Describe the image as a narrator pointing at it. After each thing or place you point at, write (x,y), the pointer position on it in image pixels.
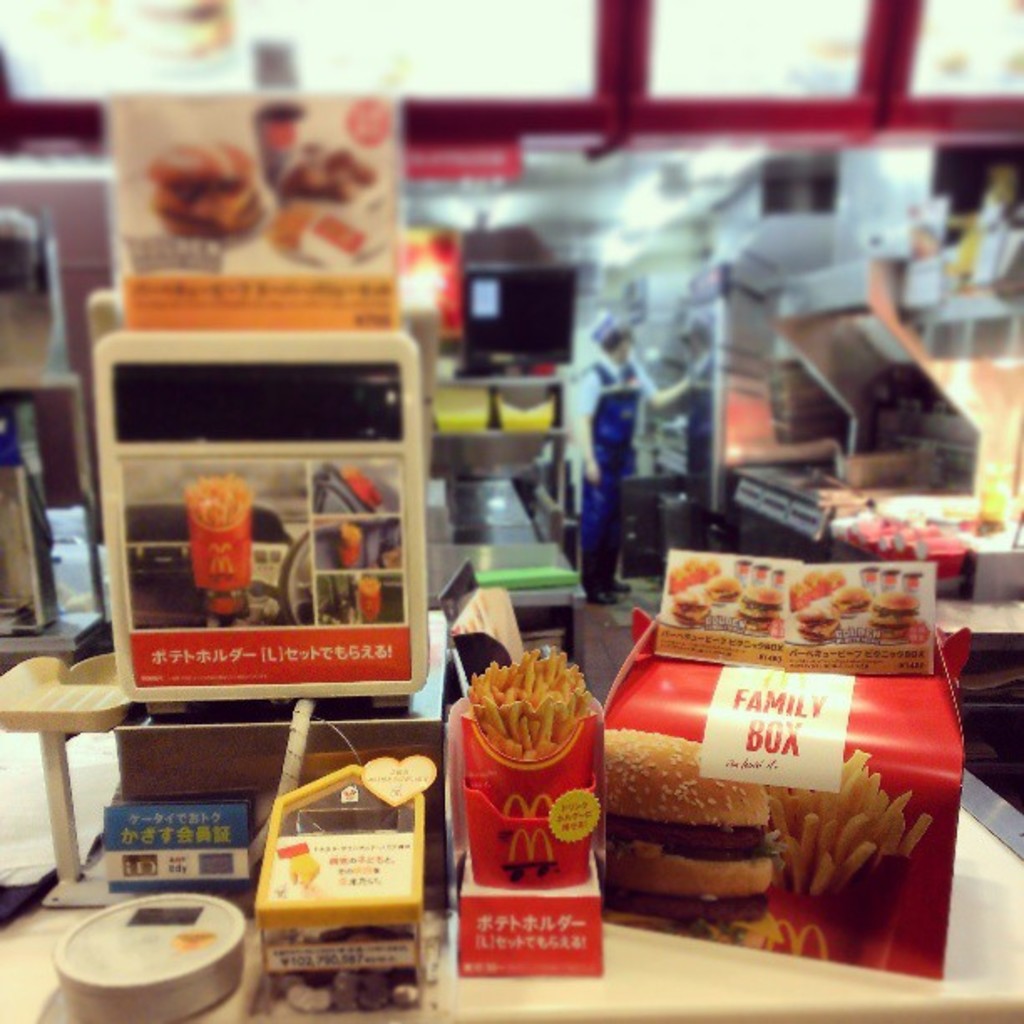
In this picture we can see potato chips (571,728), box (806,839), burgers pictures (678,787) and other objects (353,886) on the table (981,858). On the background (610,375) we can see women (610,407) who is wearing blue color dress (622,421), standing near to the racks (657,423). On the top (744,80) we can see banners (501,63).
